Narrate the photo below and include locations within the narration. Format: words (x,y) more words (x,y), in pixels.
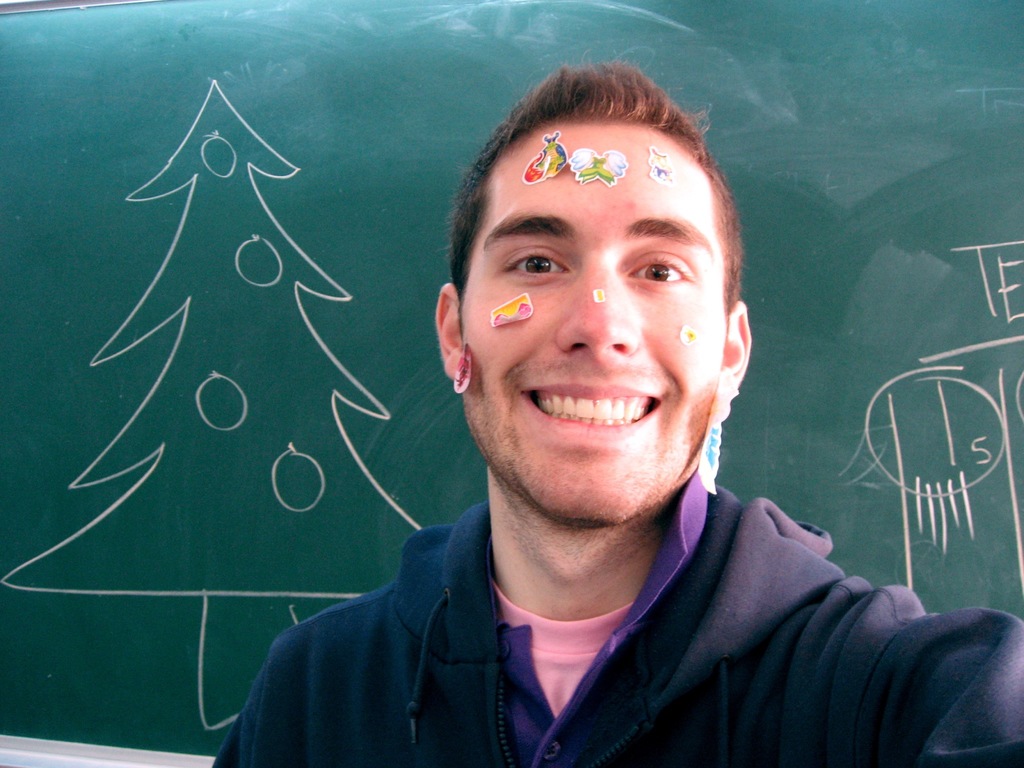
In this image, we can see a man (553,586) wearing a coat (699,654) and there are some stickers (495,321) on his face (637,293). In the background (160,172), there is a drawing (230,235) and some text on the board (812,123).
